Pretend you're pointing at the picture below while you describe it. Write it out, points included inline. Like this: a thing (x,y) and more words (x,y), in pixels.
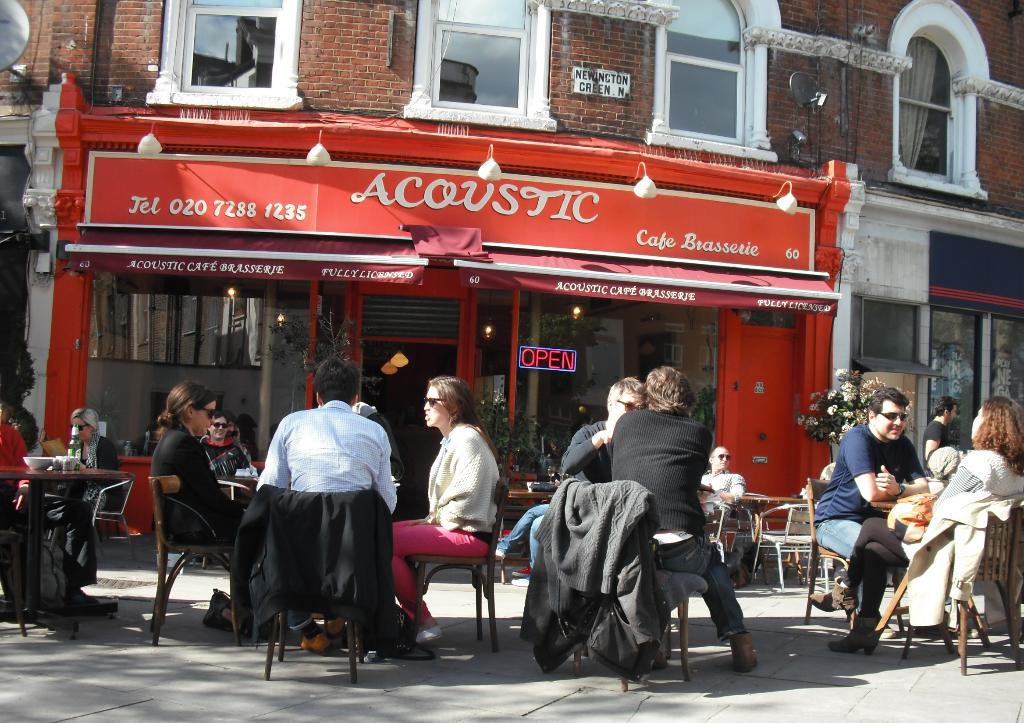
In this image we can see people (978,425) sitting on the chairs (1004,602). Here we can see tables (83,476), bowls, bottle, plants (541,440), flowers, building (127,452), boards (647,242), door (763,382), lights (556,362), and glasses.
